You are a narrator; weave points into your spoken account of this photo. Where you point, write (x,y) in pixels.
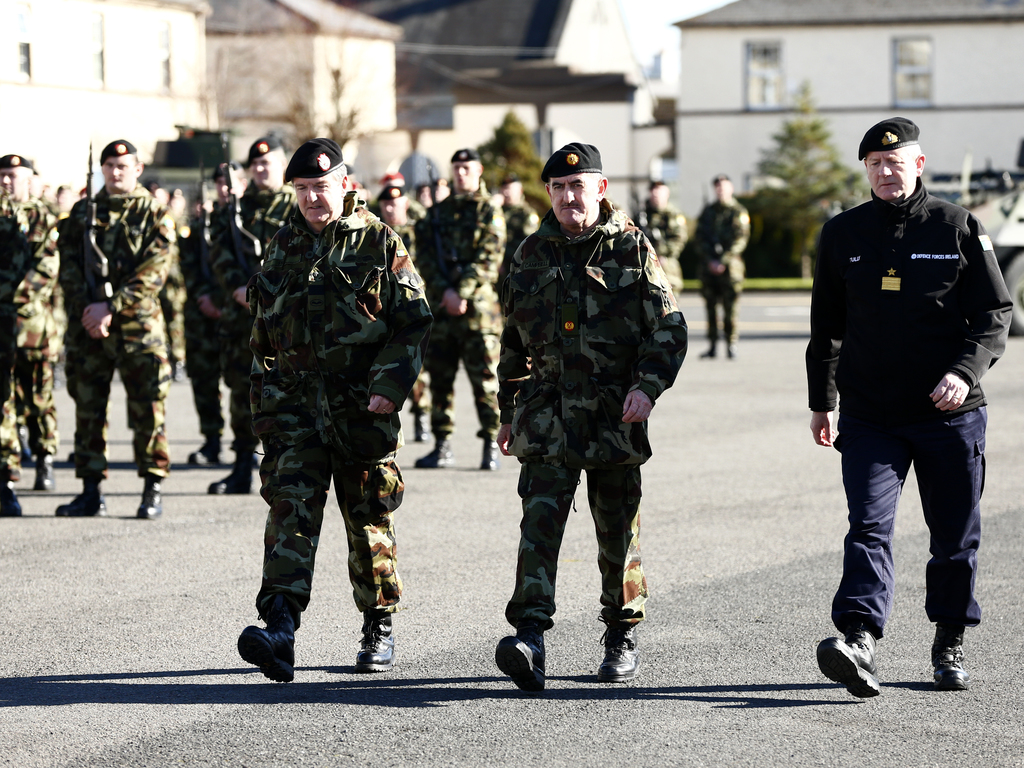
In this picture we can see there are three people (529,488) walking and some people (26,288) are standing on the path (117,463). Behind the people (377,257) there are trees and buildings (850,106).
